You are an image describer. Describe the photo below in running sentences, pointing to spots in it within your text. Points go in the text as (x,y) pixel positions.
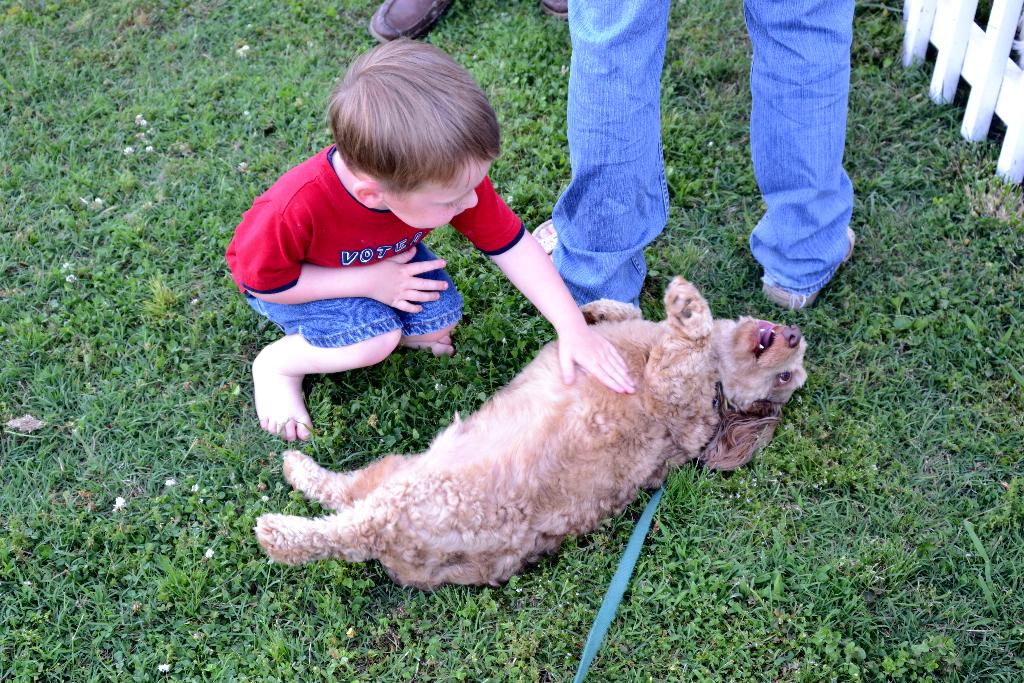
In this picture we can see a boy (287,223) who is in red color t shirt (324,218). This is grass (107,363). And there is a dog (652,362). Here we can see legs (786,171) of a person (777,83).
